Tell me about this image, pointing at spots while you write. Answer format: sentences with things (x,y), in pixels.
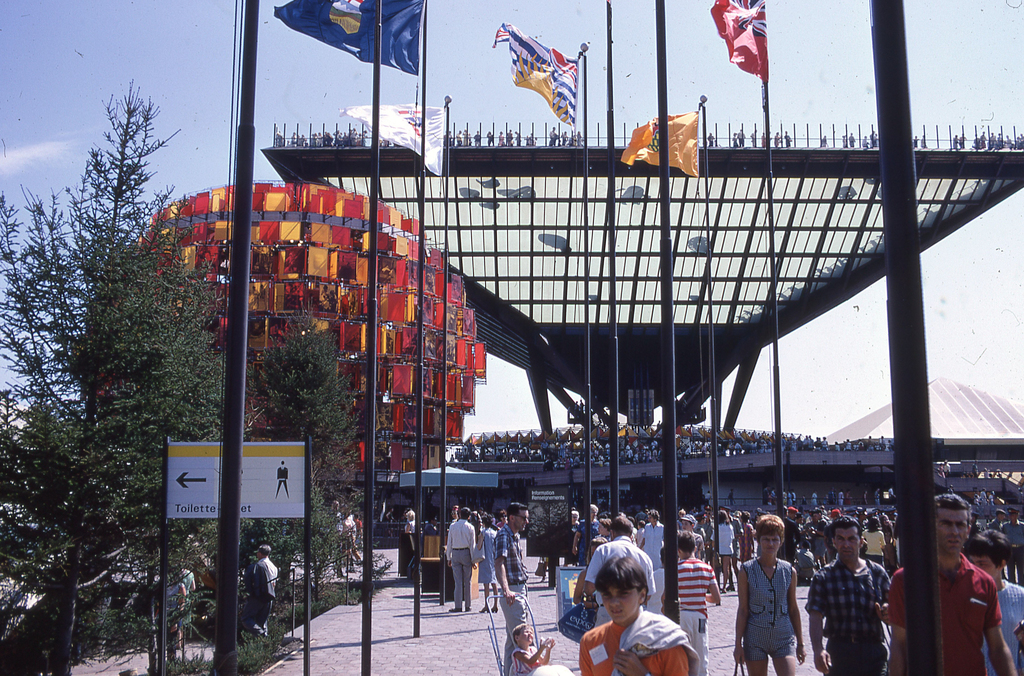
In this image we can see people (279,131) on the structure (691,211). There are flags (428,153). To the left side of the image (170,531) there are trees (69,466). At the bottom of the image (509,523) there are people (819,513). In the background of the image (968,426) there is a roof (940,412). There are poles (923,401). At the top of the image (119,74) there is sky (93,61).
